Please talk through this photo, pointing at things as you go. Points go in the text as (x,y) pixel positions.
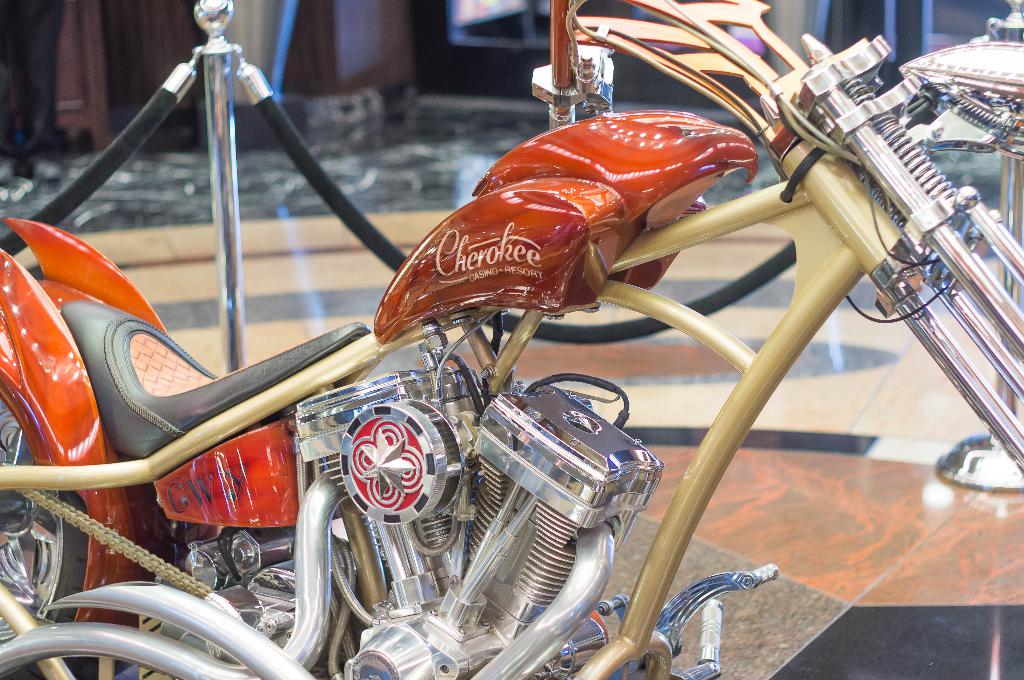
Here in this picture we can see a motor bike (183,400) present on the floor (861,422) over there and it is protected by ropes (135,142) and some poles (219,131) surrounded over it.
